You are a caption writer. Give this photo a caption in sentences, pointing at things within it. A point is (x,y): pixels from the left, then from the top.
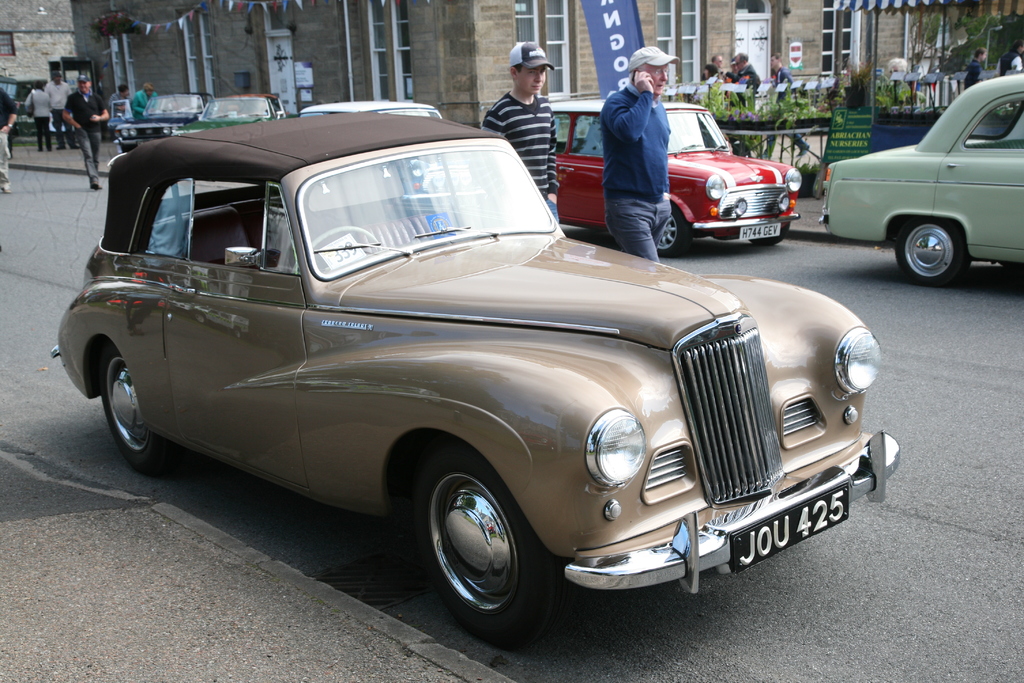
In this image there are cars (594,324) and we can see people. In the background (26,29) there are buildings (335,101). On the right (847,149) there is a tent (1005,10) and we can see boards (826,151). There are plants (731,109).
